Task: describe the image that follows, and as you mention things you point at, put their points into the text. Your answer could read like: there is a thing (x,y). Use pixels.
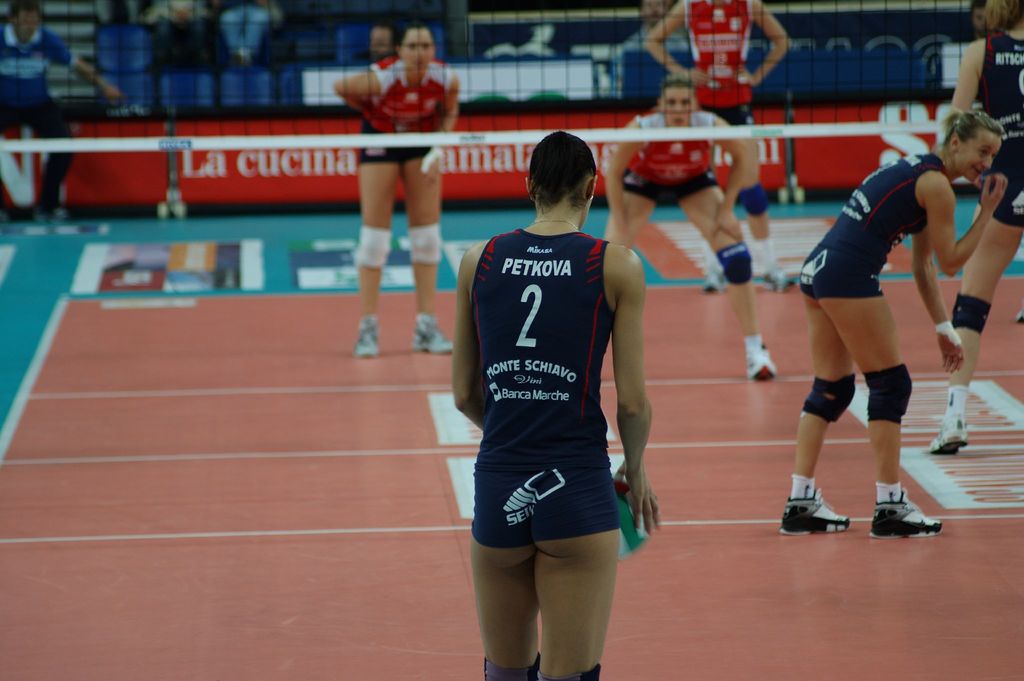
In this image we can see girls (592,238) playing a sport in the stadium (84,222). There is a net (443,53). In the background of the image (248,214) there is a advertisement board (442,203).
